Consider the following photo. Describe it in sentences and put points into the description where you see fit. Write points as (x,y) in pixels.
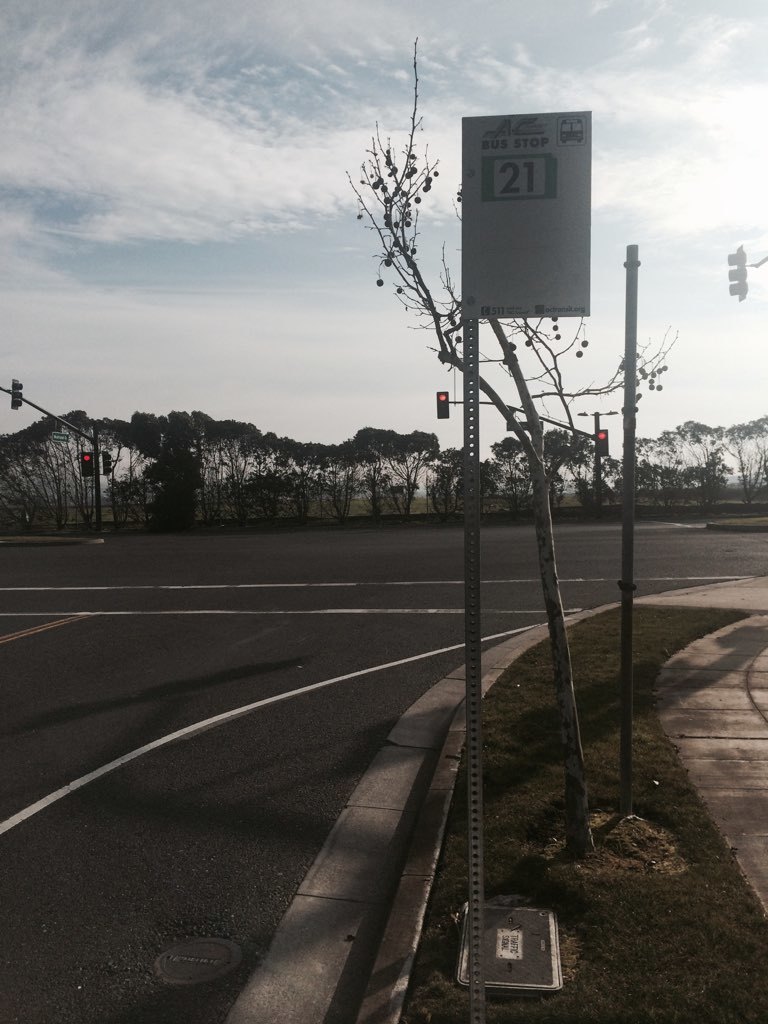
This image is clicked on the road (141,850). To the left (157,737) there is a road (248,691). To the right (614,831) there is a walkway (729,817). There are plants (540,514), sign board poles (519,269) and grass (594,744) on the walkway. In the background (265,454) there are trees (562,458) and traffic signal poles (600,440). At the top (265,123) there is the sky (268,141).
